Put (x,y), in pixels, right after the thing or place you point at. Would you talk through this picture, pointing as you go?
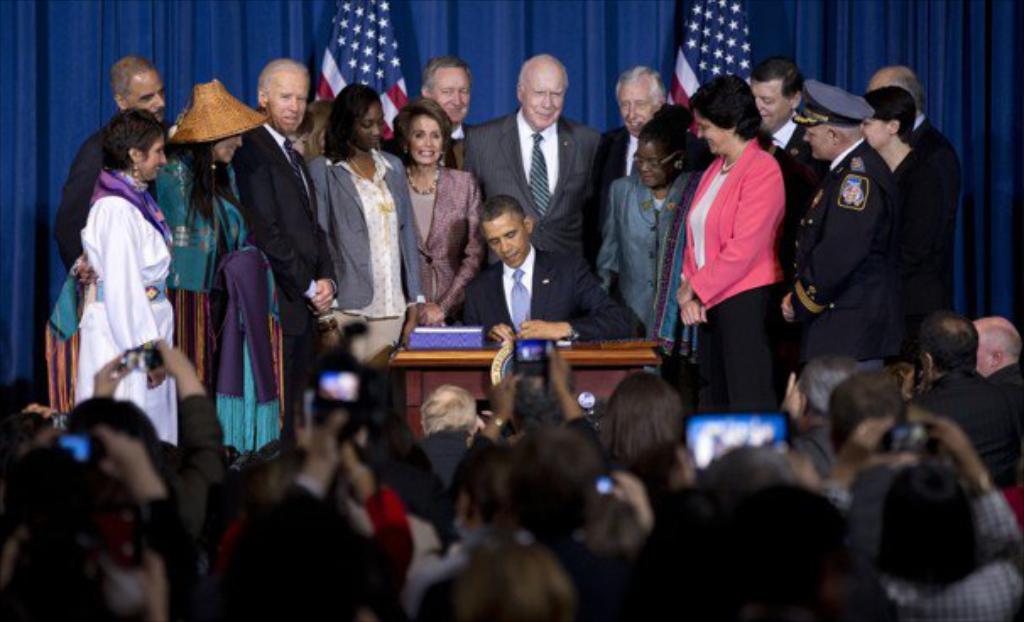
This picture is clicked inside. In the foreground (733,469) we can see the group of people (610,426). In the background (545,54) there is a curtain (506,47), flags (378,42) and a group of people (390,190) standing. In the center (538,256) there is a person (561,281) sitting on the chair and there is a table (629,358) on the top of which some items (457,342) are placed.
